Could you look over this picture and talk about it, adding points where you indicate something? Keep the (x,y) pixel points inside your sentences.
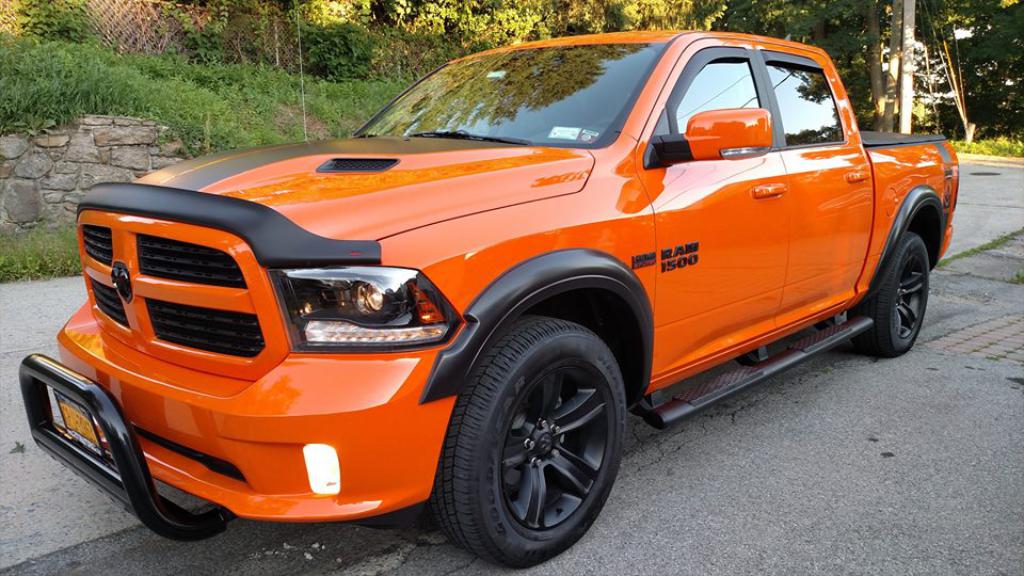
In this picture I can see the vehicle (609,307) on the road (696,471). I can see plants (214,92) and trees (763,19) in the background (617,18).
